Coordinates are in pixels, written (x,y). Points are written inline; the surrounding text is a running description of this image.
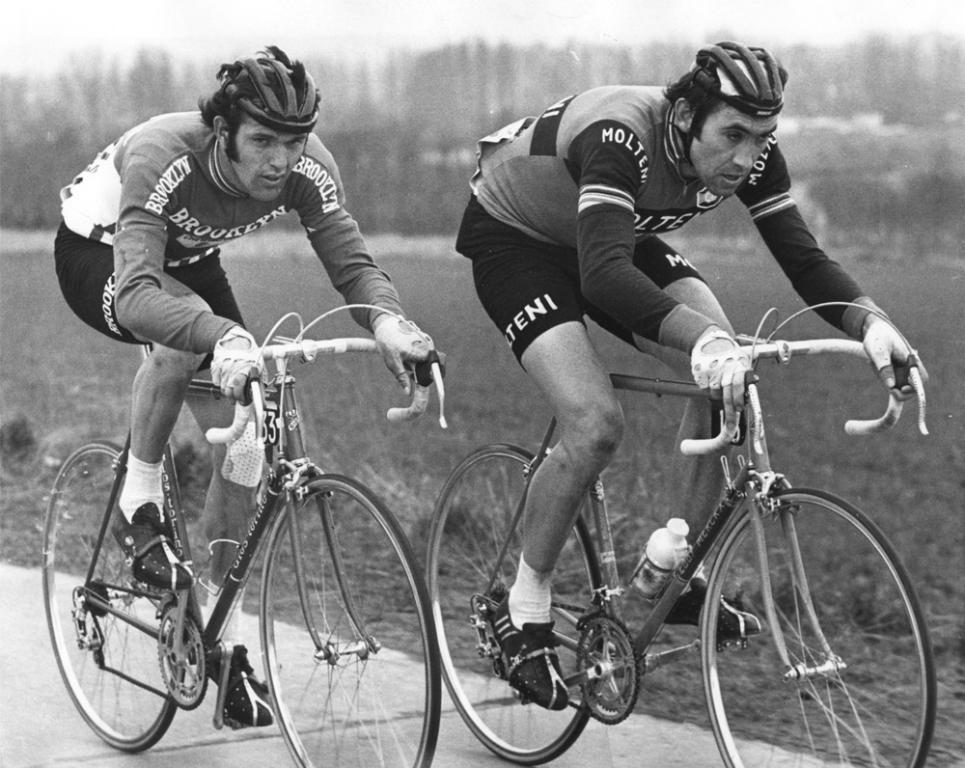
This is completely a black & white picture. Here we can see two men (526,321) riding bicycles (307,482) wearing helmets (252,81). Beside to them we can see grass (463,519) and plants (463,519). Background (98,115) is blurry.
